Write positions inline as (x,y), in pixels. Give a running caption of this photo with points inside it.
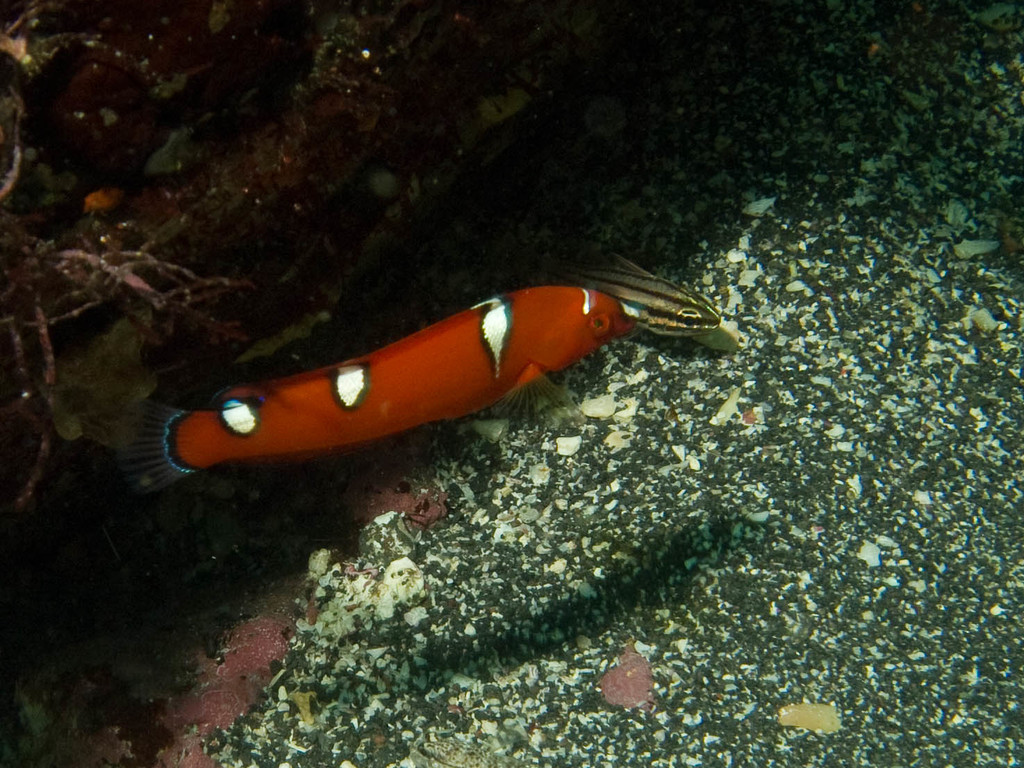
In this image there is a fish (356,399) in water (396,252), and on the left side (175,313) there are some water plants (183,235).
